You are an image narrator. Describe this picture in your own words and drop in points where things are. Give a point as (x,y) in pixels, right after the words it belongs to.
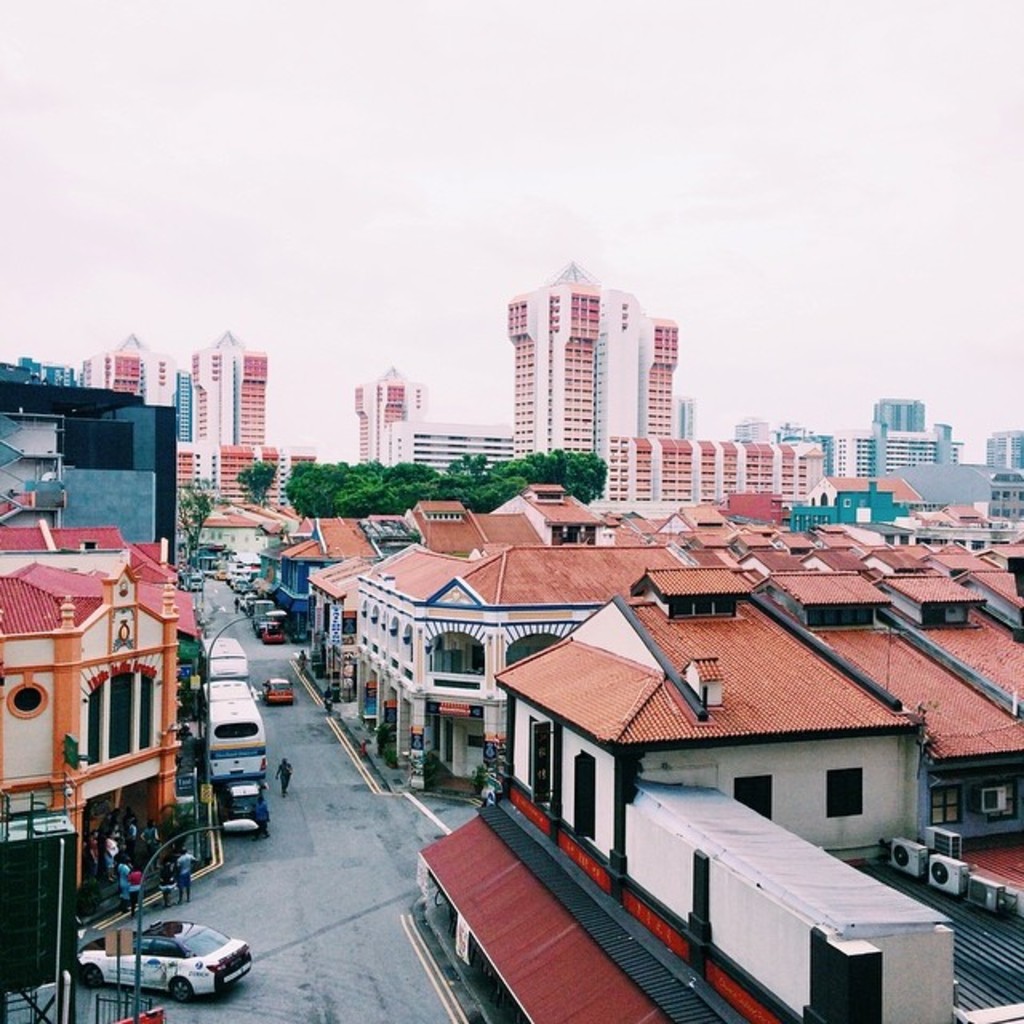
The picture is a aerial view of a city (371,633). In this picture there are buildings (464,620), cars (234,950), buses (251,708), roads (315,779), frames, trees (401,502) and people (164,861). On the right (994,890) there are air conditioners (988,902). Sky (648,186) is cloudy.
